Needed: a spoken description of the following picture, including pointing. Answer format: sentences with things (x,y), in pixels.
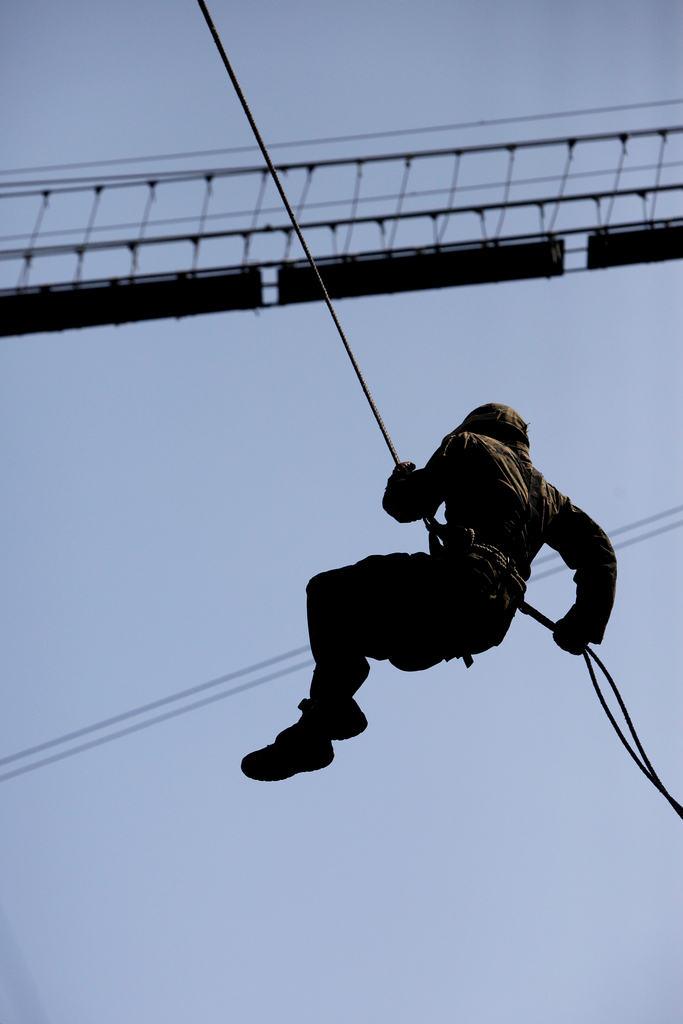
In this picture I can see a person (471,504) hanging with a rope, there are cables (108,242), there is a wooden bridge (613,246), and in the background (277,683) there is the sky (164,791).
